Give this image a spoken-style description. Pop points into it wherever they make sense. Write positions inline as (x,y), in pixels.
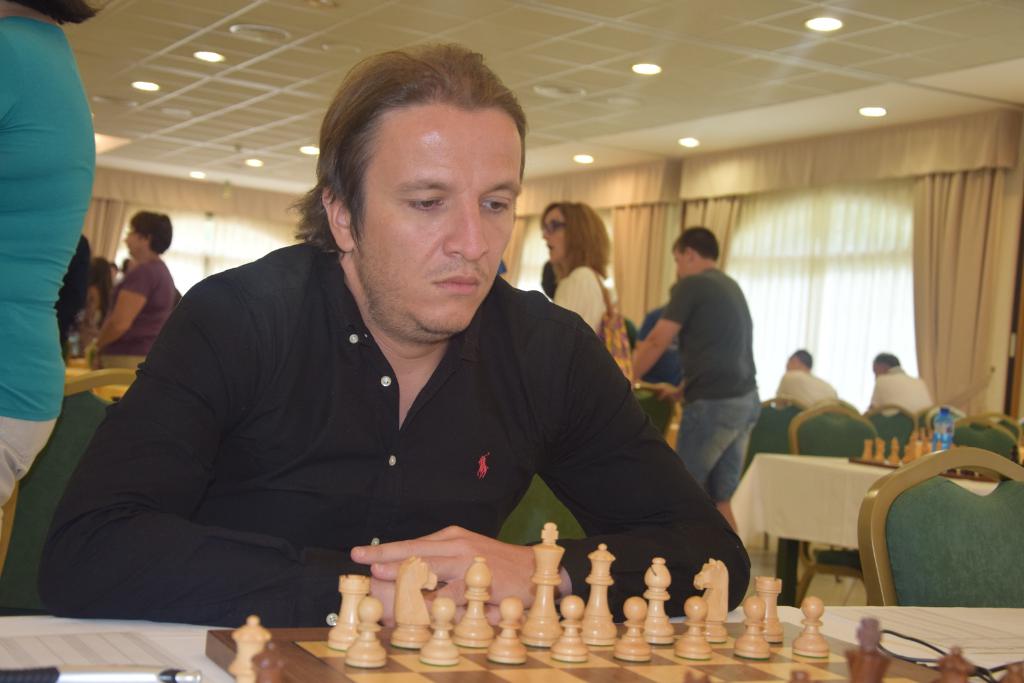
The man (415,394) in black shirt (275,462) is looking toward this chess board (356,679) and coins (642,599). On top (220,59) there are lights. Few persons (169,302) are standing and few persons (893,383) are sitting on chair (899,423). Far on this table (800,474) there is a bottle (941,409). The chairs (938,511) are in green color.
